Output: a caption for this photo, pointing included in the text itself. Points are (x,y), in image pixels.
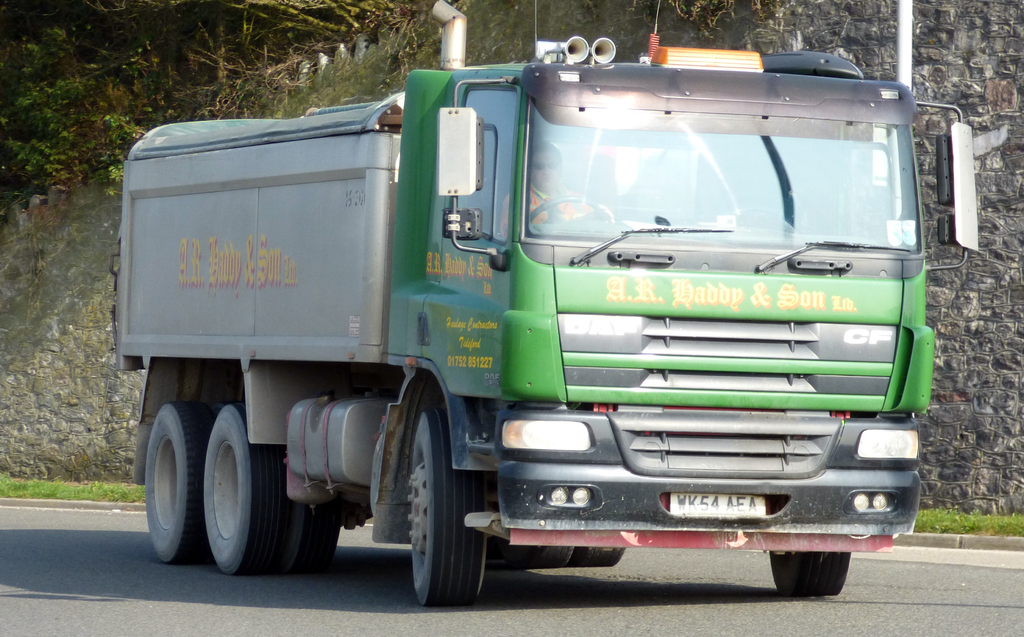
There is a truck (568,257) in the foreground area of the image (581,245) and greenery (145,87) in the background (145,87).
